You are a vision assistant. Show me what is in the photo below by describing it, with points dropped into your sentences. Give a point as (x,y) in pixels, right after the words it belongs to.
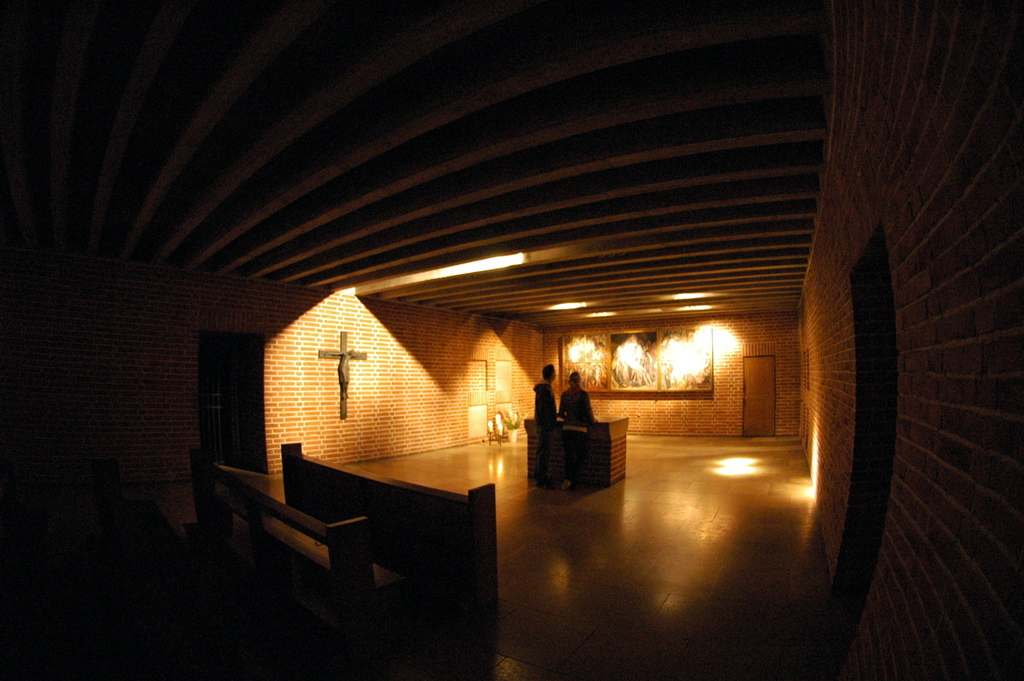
I think, this picture is taken in a church (678,345). The room (507,493) is dark. In the center (526,439), there is a table (613,444). Beside the table (606,460) there is a man (545,396) and a woman (564,438). To the wall (363,411), there is a statue (354,353). To the other wall (691,394), there are frames (675,391) and door (747,408). At the bottom (398,583), there are benches (399,519).
